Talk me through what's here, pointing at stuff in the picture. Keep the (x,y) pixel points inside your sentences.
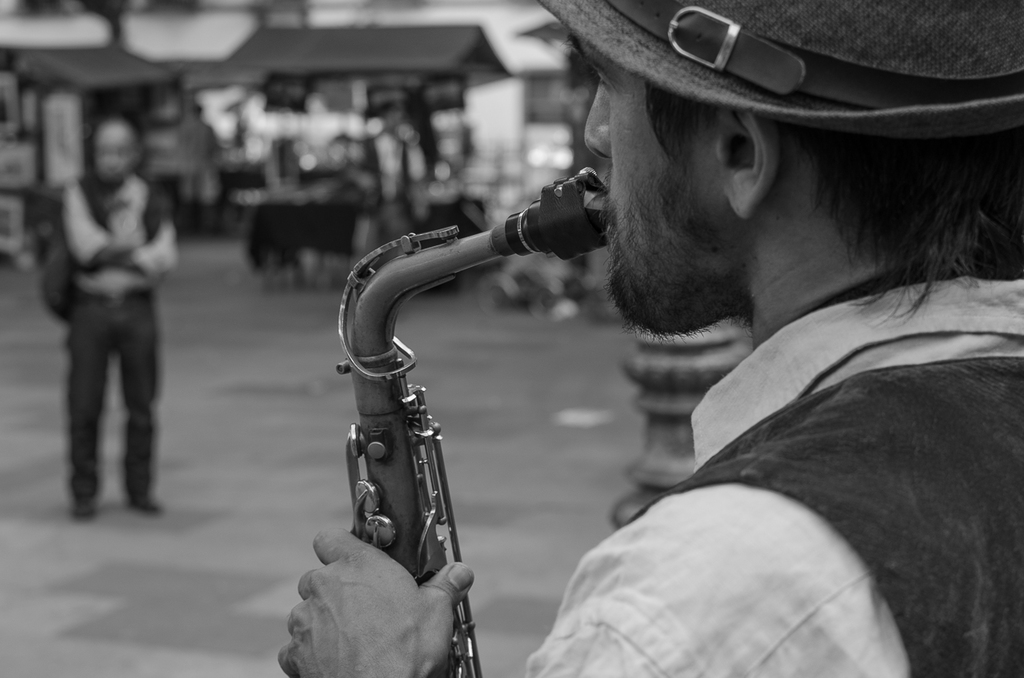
In this image in the front (775,291) there is a man (749,452) playing a musical instrument (408,475). In the center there is a person (80,257) standing and the background (427,191) is blurry.
